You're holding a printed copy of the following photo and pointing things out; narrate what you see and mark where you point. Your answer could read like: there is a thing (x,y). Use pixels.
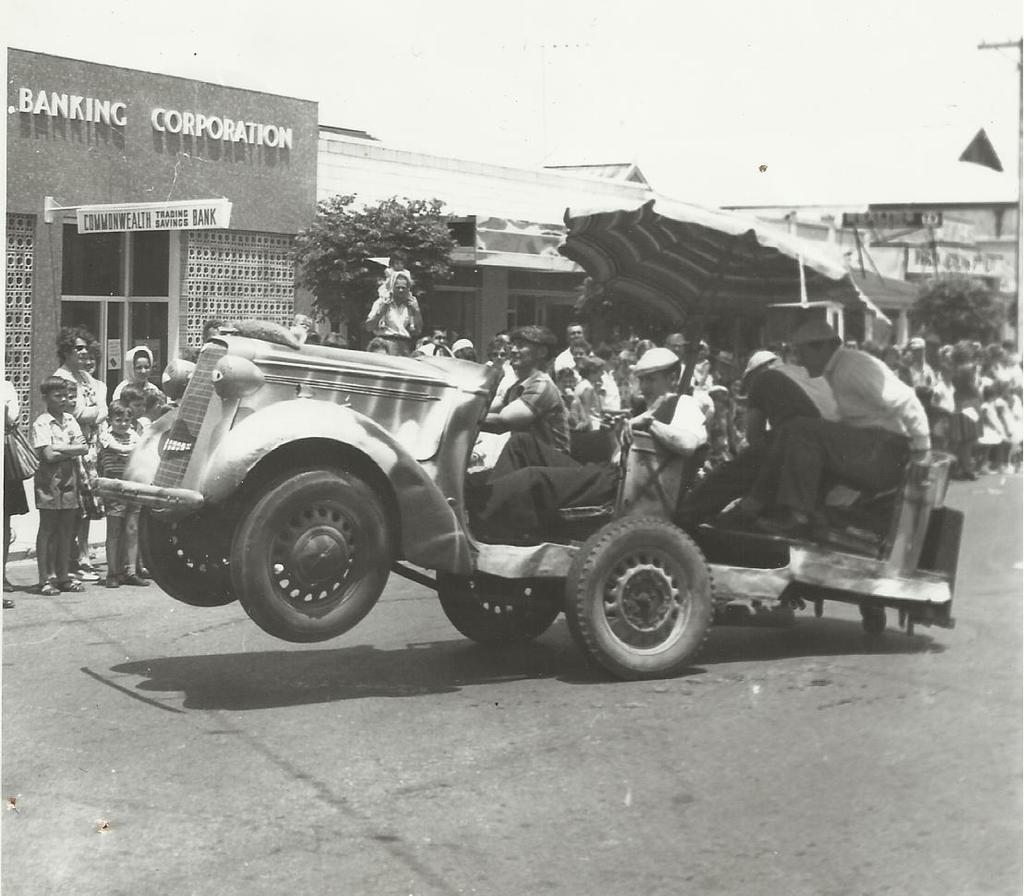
There are few people (588,487) riding in a vehicle (608,520) on the road (565,726). In the background (226,268) we can see buildings (1004,279), trees (405,244) and few people (678,350).
